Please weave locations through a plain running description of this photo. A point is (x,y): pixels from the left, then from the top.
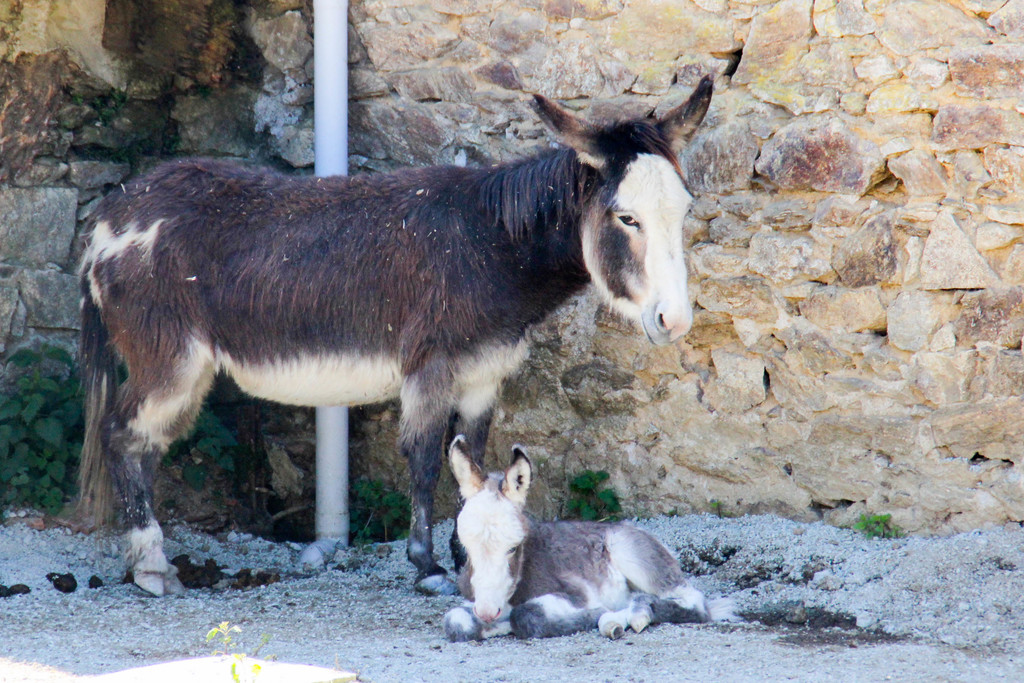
In this image there are animals (538,541). In the background (908,216) there is a wall (906,212) and we can see a rod (329,441). There are plants (184,449).
